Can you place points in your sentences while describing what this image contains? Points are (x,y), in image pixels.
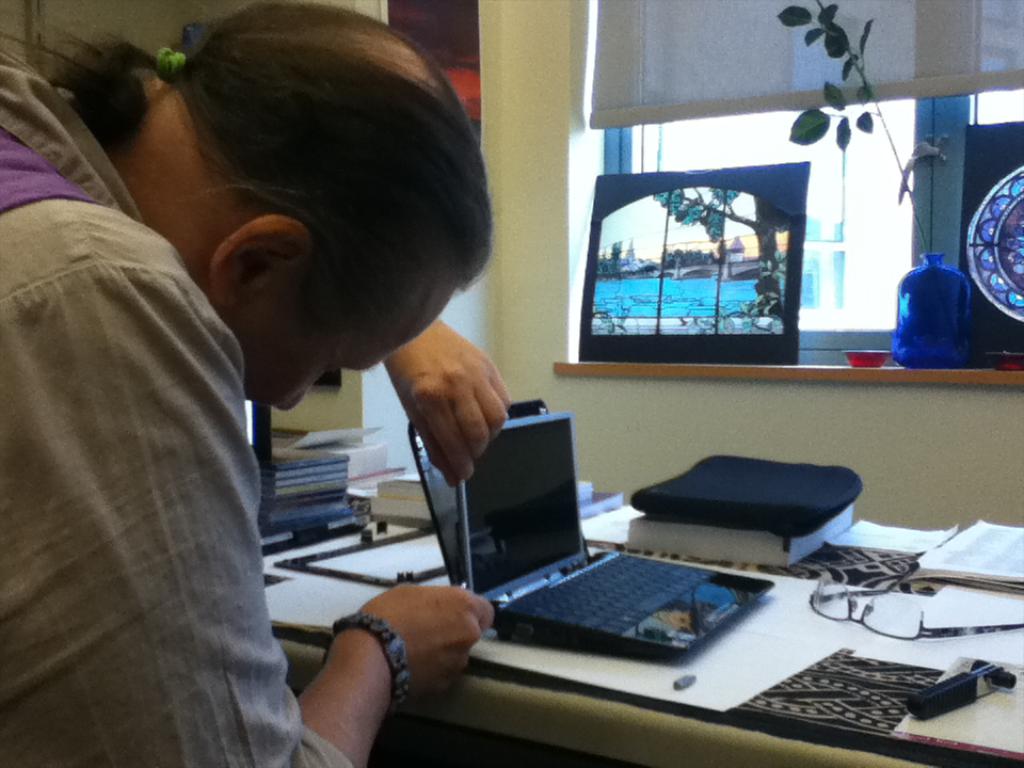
In this picture I can see a laptop (568,491), books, spectacles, papers (1014,610) and some other objects (772,526) on the table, there is a person (246,145) repairing a laptop (650,659), and in the background (636,244) there are photo frames (766,206), plant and a window (620,144).
